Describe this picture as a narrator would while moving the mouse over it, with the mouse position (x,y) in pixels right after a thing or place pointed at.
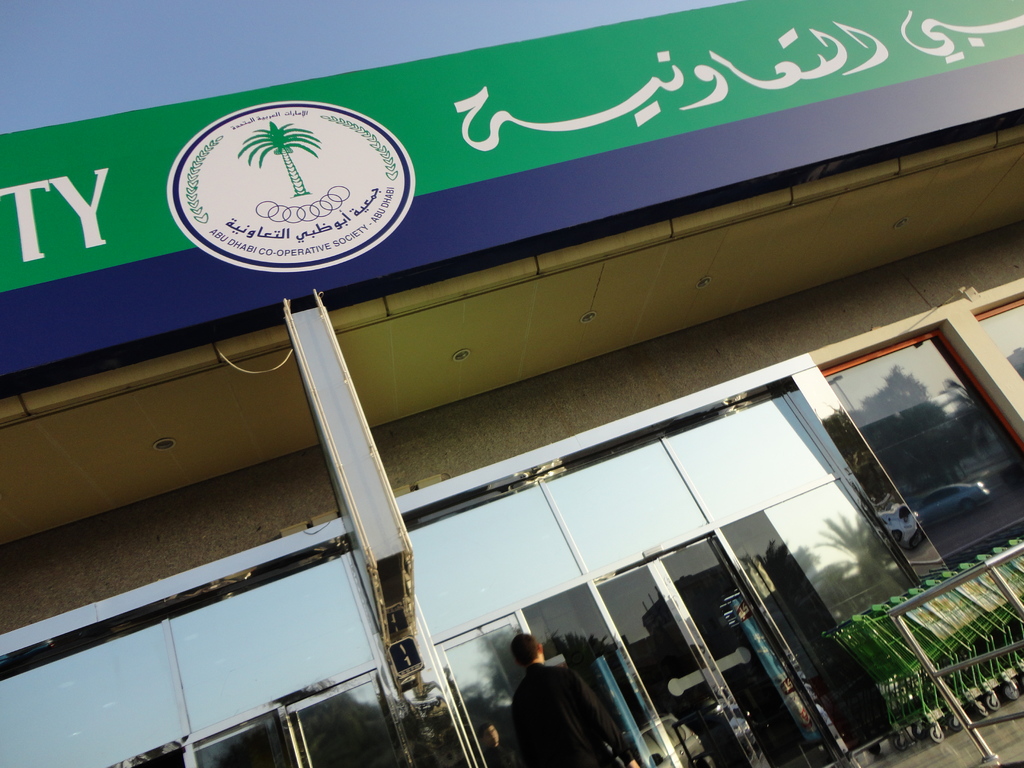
In this picture we can see a building (412,447) with a logo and some text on it, here we can see a person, vehicles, trees (847,531) and some objects (328,342).
